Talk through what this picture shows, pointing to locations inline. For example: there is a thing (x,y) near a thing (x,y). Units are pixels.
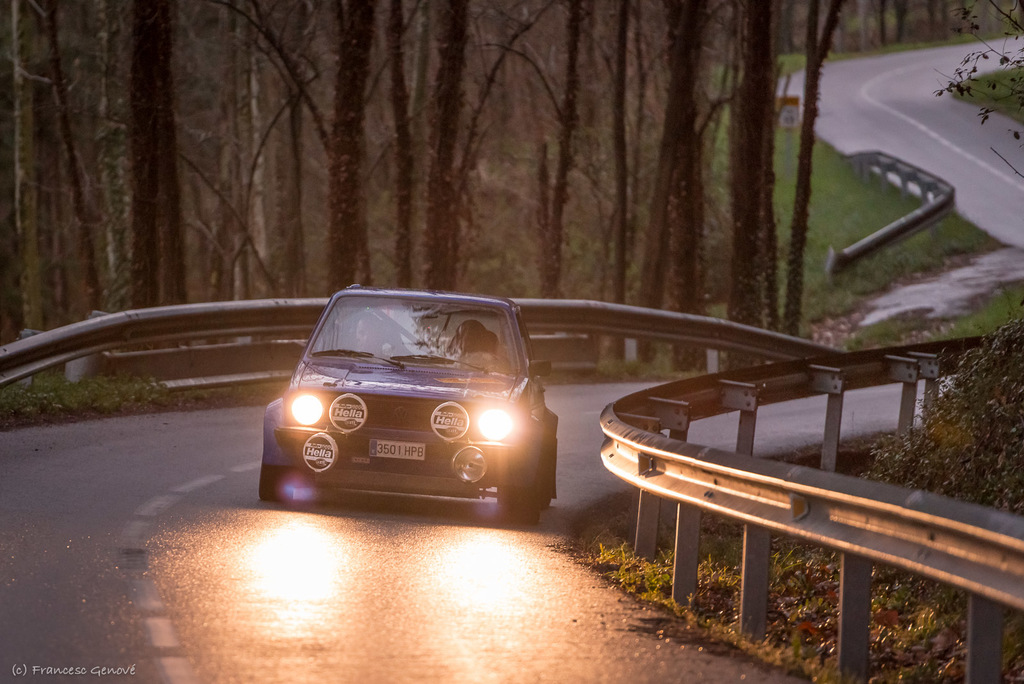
In the picture we can see a road (443,665) on it, we can see a car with a head light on and beside the road (151,652) we can see railings (905,542) beside the railing (894,552) we can see grass plants (827,650), in the background (665,223) we can see trees (523,235) and grass surface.
